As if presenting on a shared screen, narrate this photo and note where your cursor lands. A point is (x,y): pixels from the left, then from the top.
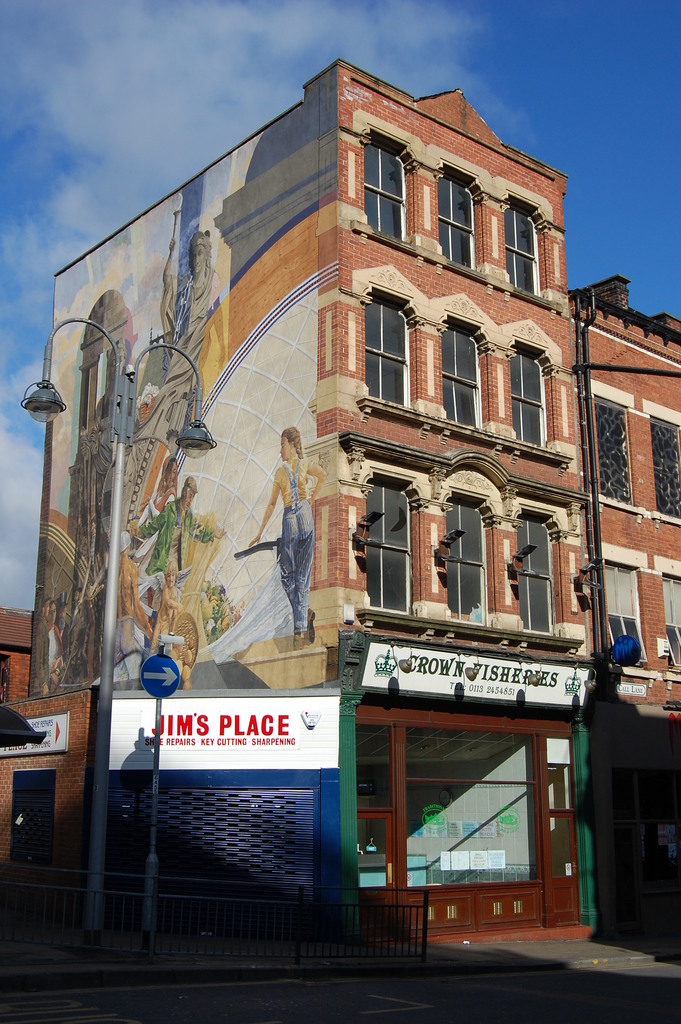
In the center of the image (390,457) there are buildings (157,330). At the bottom (555,776) there are stores (362,771) and boards (320,697). We can see poles (100,921) and a fence (229,917). In the background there is sky (249,109).
